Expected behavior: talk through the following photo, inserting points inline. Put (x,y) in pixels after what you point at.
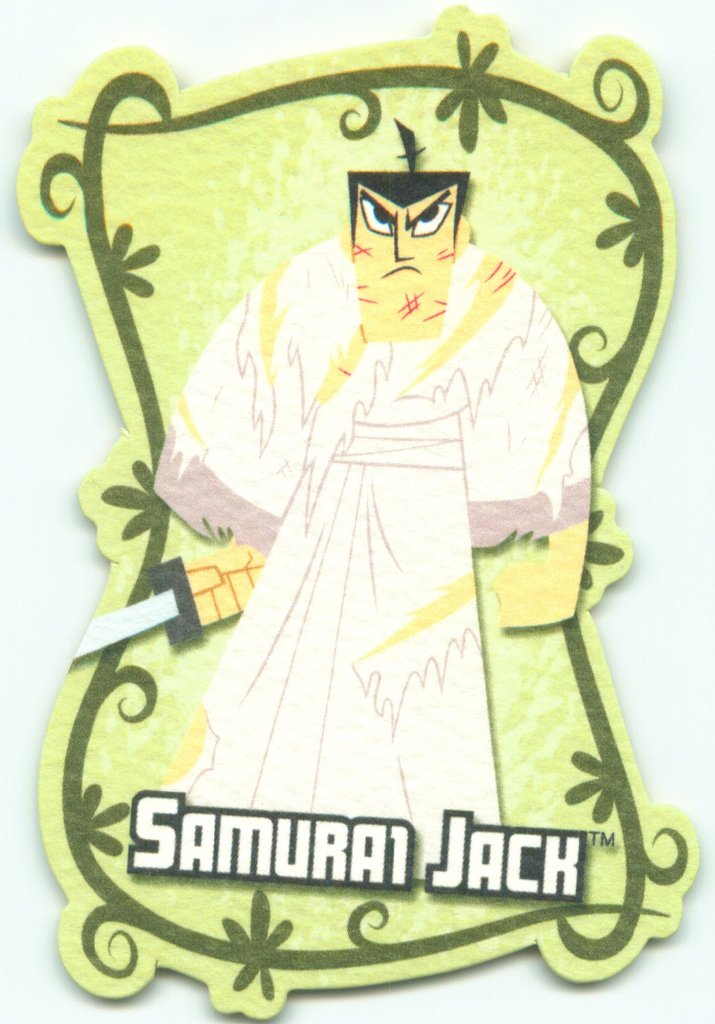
In this image, we can see a poster (317,845) with an image (361,265) and some text (287,844) written.
